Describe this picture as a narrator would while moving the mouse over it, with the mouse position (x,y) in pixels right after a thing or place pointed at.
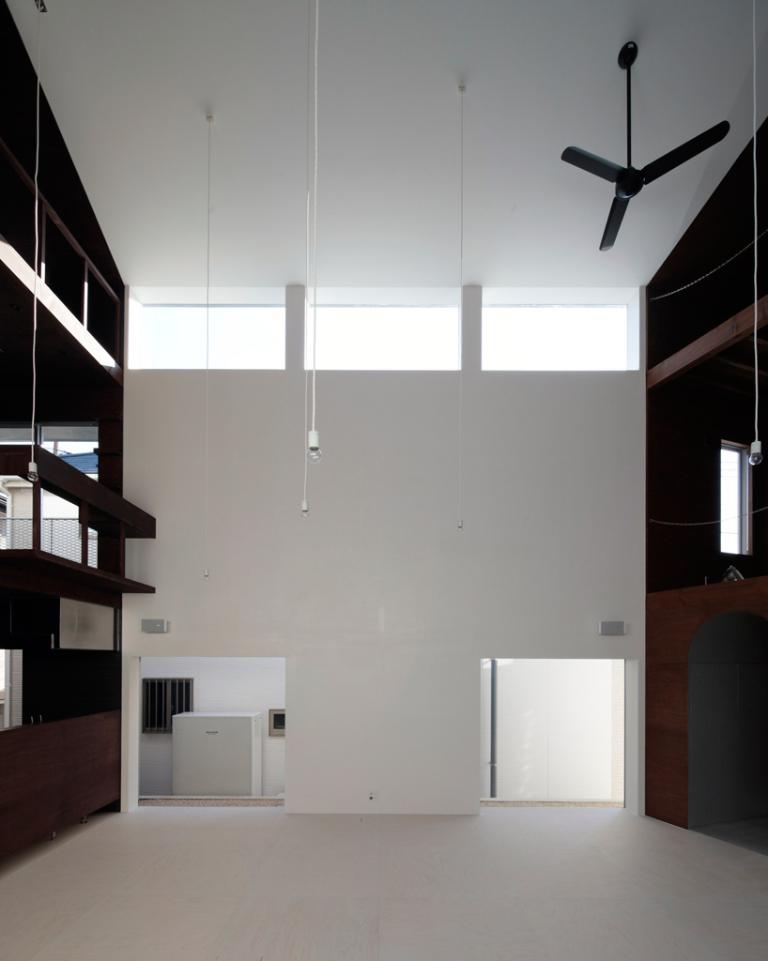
As we can see in the image there is a wall (429,596), lights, fan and fence (45,526) in the background (13,539).
